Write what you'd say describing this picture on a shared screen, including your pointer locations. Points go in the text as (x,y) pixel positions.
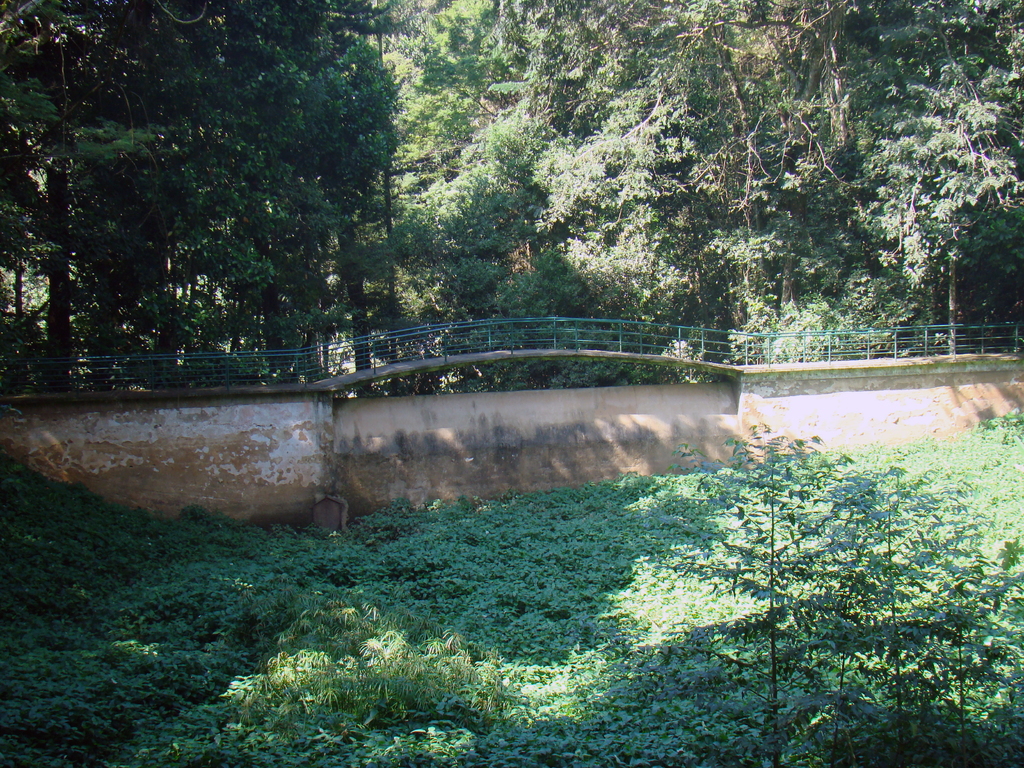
There are some plants (478,638) at the bottom of this image (645,557) and there is a fencing (241,380) in the middle of this image (374,345), and there are some trees (424,259) in the background (349,246).
